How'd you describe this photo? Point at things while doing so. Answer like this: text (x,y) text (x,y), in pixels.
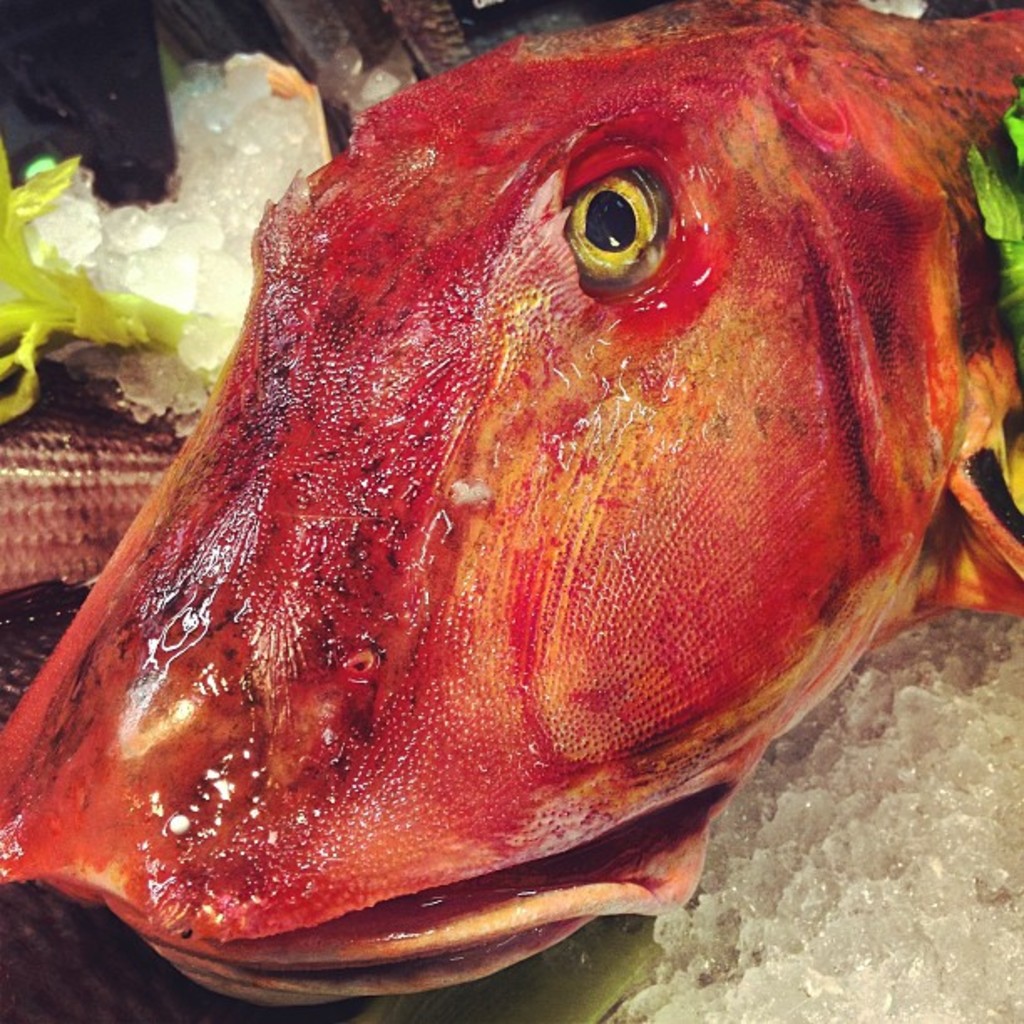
In the image we can see a fish (585,553) on the ice (953,798). On the left side (120,489) we can see a small plant (86,322) and fish (70,492) on the ice (114,211).
